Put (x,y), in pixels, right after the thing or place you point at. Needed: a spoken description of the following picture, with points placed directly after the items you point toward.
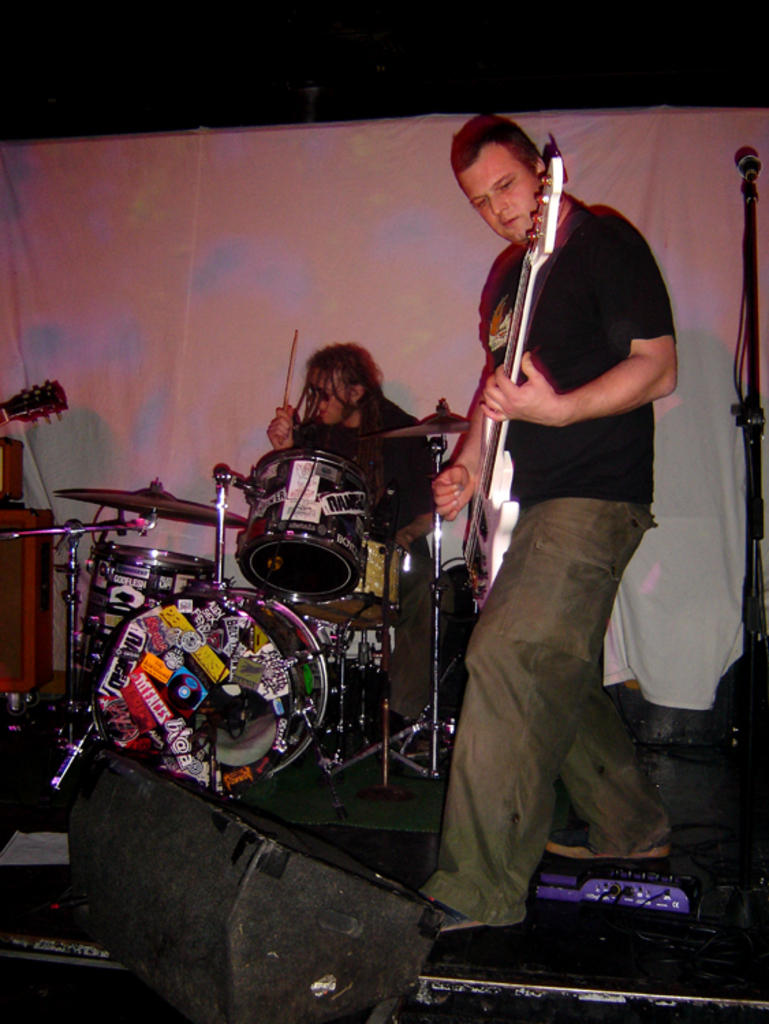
This man (511,787) is playing guitar (484,495). This man (327,376) is sitting and playing these musical instruments (314,523). This is white color curtain (727,526). This is mic (747,153) with holder (750,532).
